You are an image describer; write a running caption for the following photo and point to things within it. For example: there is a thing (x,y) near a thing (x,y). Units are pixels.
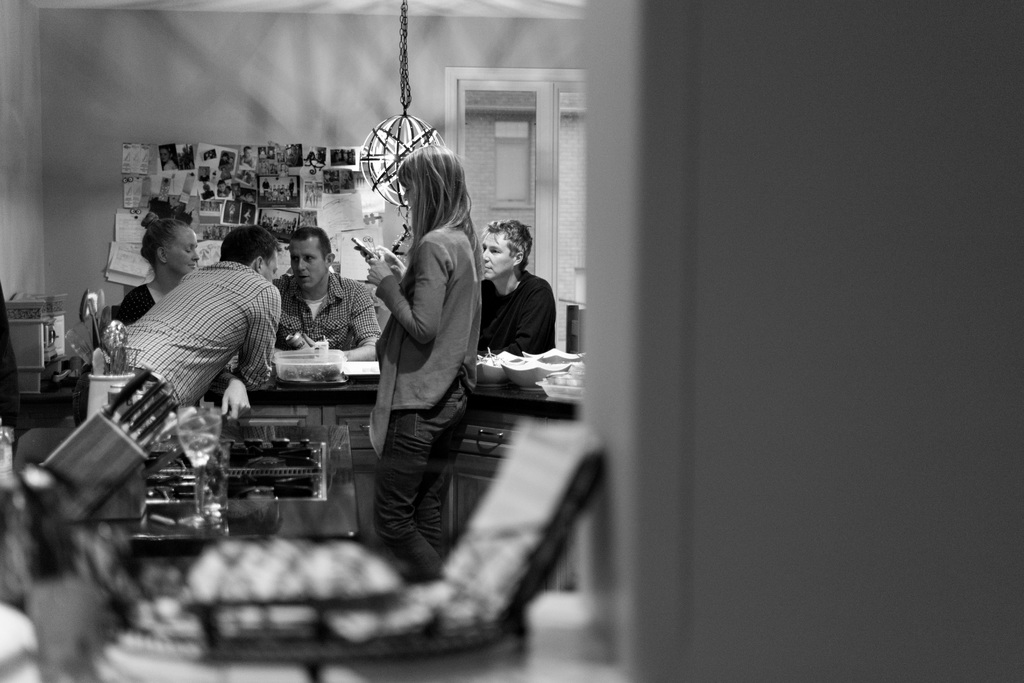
There is a group of people (383,342) in the middle of this image (509,348). We can see a wall (372,119) in the background (355,108). There are photos (275,185) and papers (133,258) attached to the wall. We can see some objects (204,526) and a chair (324,546) at the bottom of this image (302,579).
